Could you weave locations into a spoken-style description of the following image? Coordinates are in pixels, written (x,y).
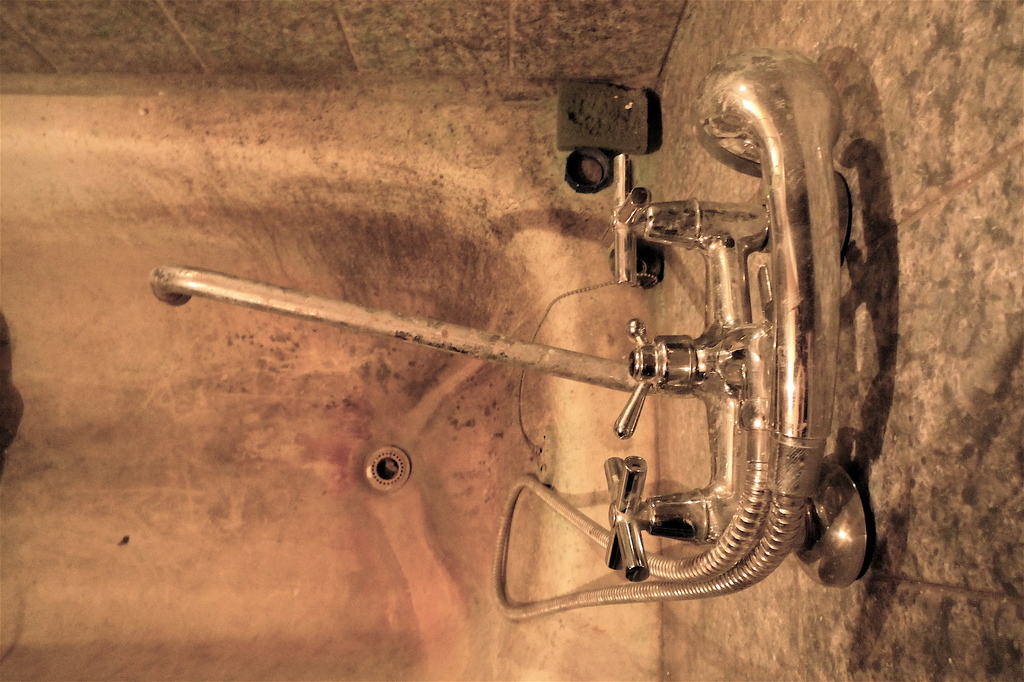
In the foreground of this image (266,448), there is a bathtub (282,475), tap (736,404) and shower (805,258) and we can also see the wall (994,249).
